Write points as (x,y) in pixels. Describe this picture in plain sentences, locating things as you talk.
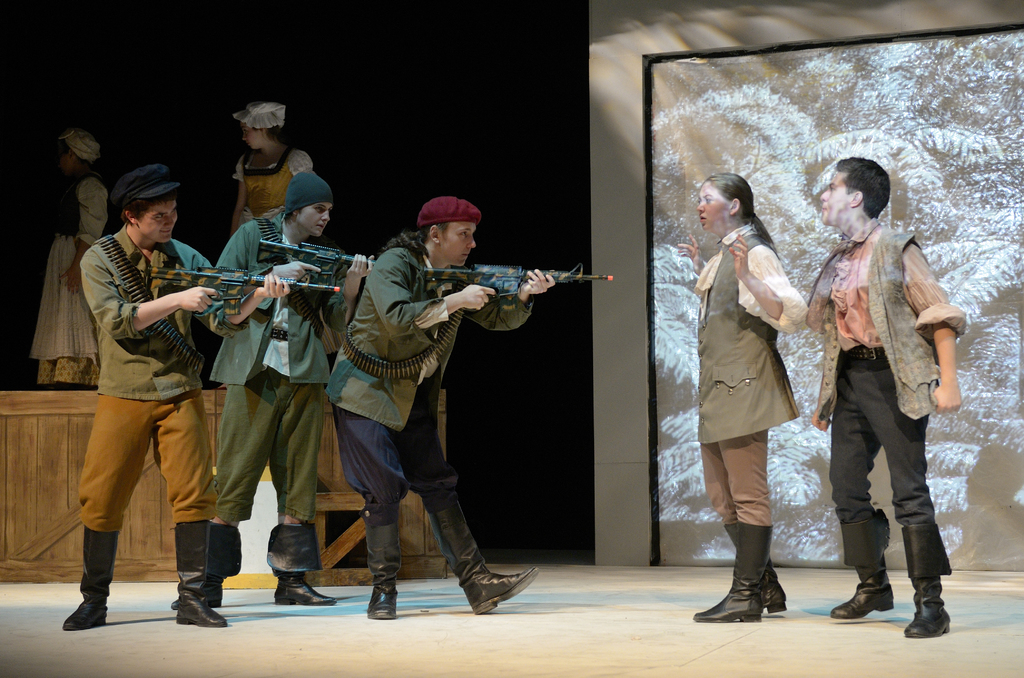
In this picture we can see groups of people (292,370). On the right side of the image (998,291), there is a screen (658,303) and a wall (620,479). On the left side of the image (60,474), there is a wooden object (60,474). Behind the five persons (121,202), there is a dark background (101,83).
